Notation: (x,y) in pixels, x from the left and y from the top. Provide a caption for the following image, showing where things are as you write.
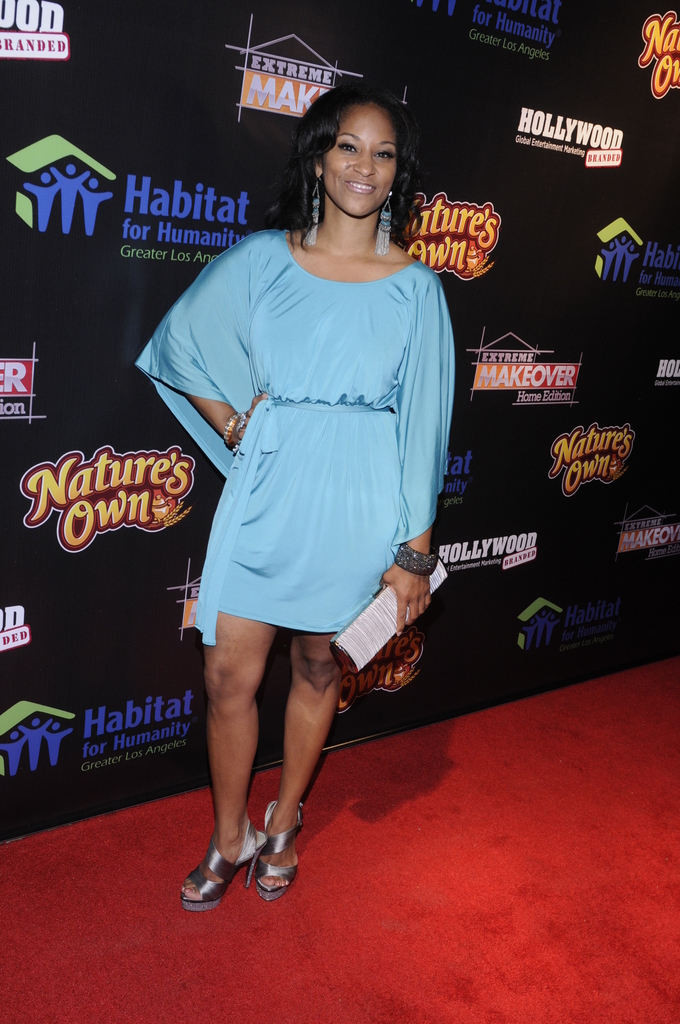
In this picture we can see a woman (365,350), she wore a blue color dress (355,348) and she is smiling, behind to her we can see a hoarding (480,204).
